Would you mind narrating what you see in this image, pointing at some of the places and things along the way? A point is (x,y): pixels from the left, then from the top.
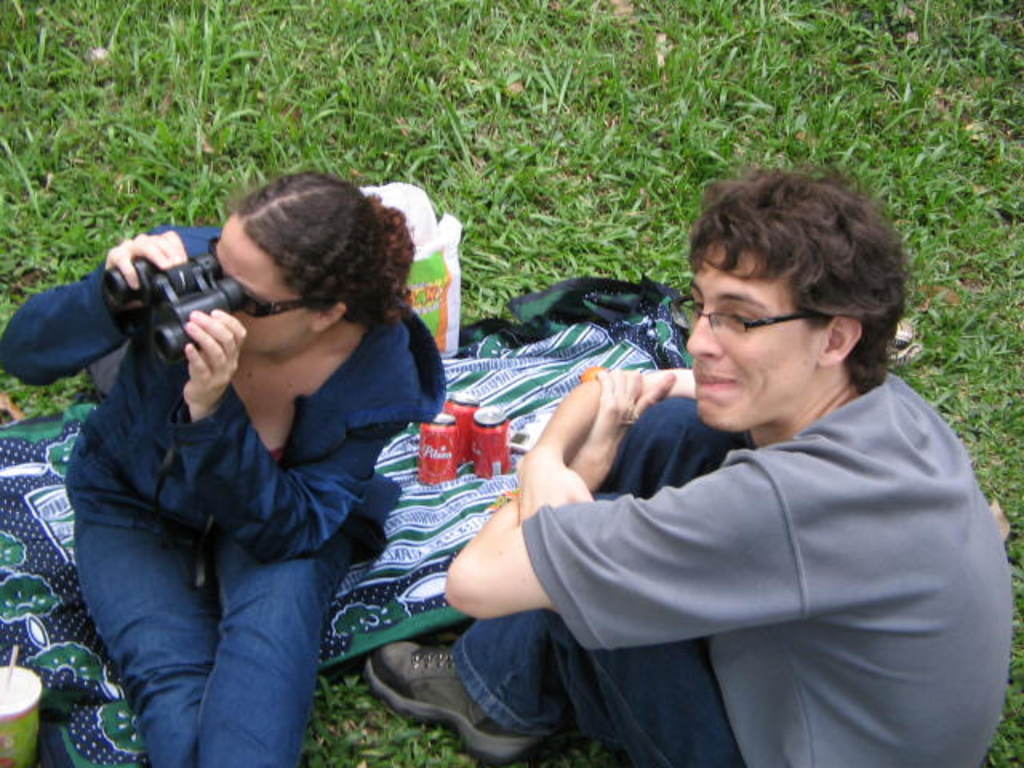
In this image we can see a woman (313,199) is sitting on a cloth (2,458) and holding a binocular telescope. There is a person (780,514) sitting on the grass (337,765). Here we can see cans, cup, and grass (625,130).
